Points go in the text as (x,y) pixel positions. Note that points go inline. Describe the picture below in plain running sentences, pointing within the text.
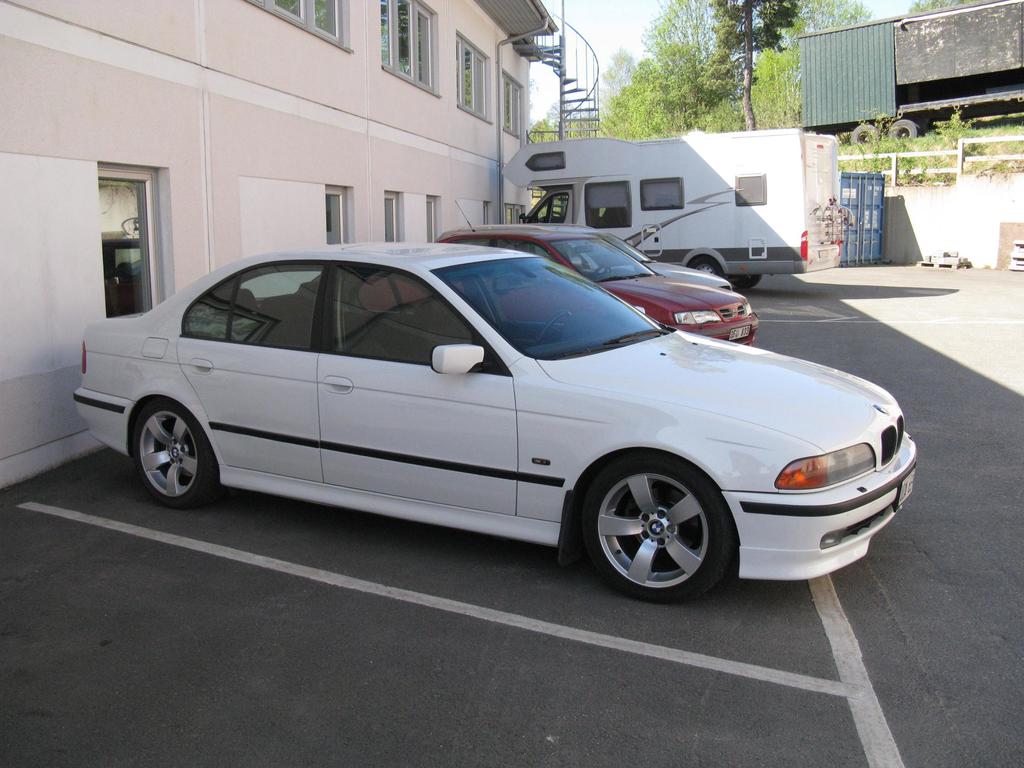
In this image there are vehicles (592,299) parked on the ground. Behind the vehicles (548,269) there is a building (236,71). There are windows (474,113) and steps (553,60) to the building (478,60). To the right (898,237) there is a wall (893,205) behind the vehicles (786,203). Behind the wall (922,198) there is a trailer (921,68) parked on the grass (979,125). In the background (765,67) there are trees (677,74). At the top (607,18) there is the sky (596,24).
